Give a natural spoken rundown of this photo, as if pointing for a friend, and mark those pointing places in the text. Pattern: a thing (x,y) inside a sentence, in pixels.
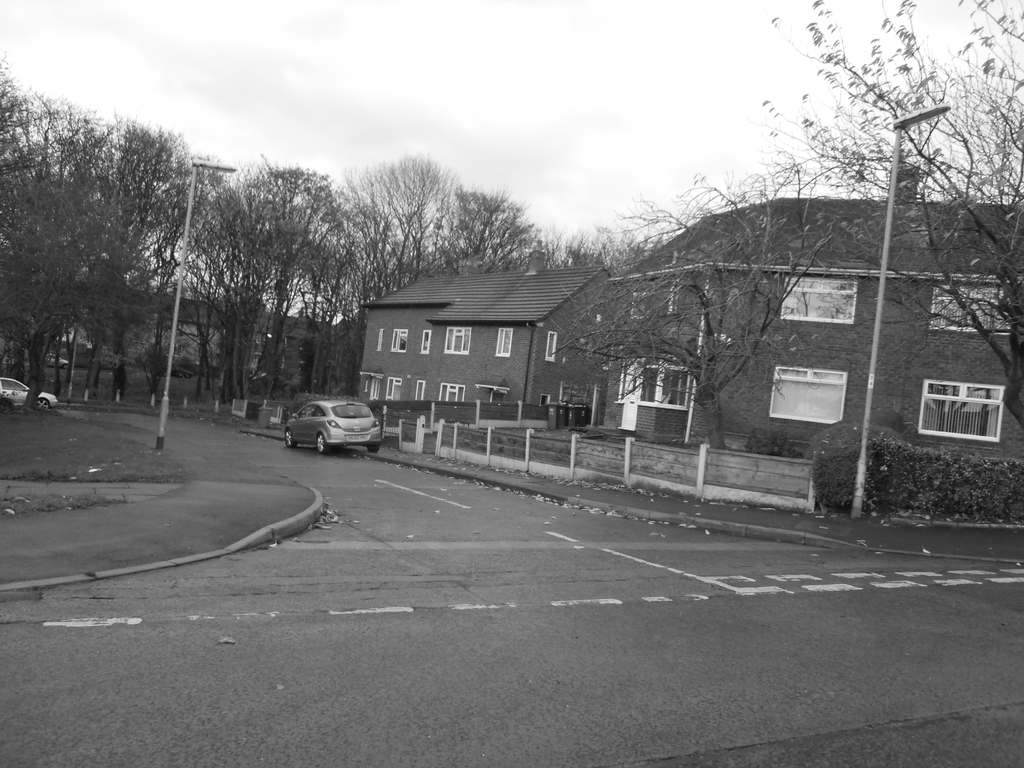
In this image in the background (676,385) there are buildings (470,345), trees (206,244). In the road (227,436) there are cars (306,424). There is boundary (636,475) around the building (806,334).
